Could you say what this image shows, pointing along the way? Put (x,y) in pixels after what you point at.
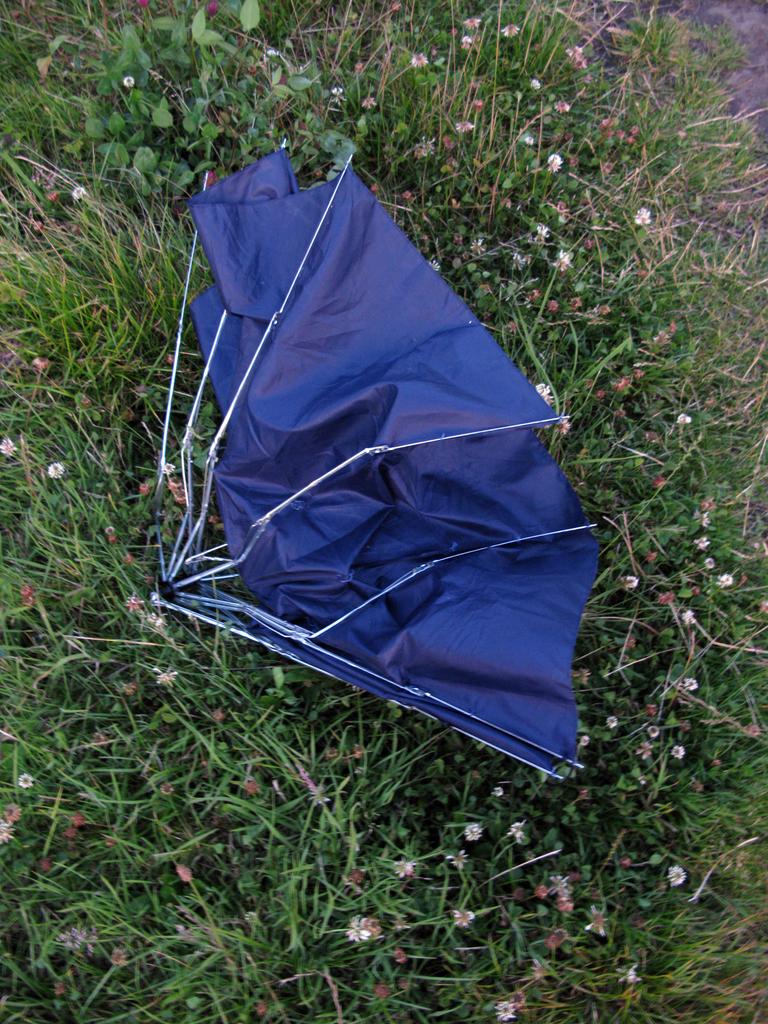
In this image we can see an umbrella (370,465). And we can see the plants (497,333) with flowers (285,79).
